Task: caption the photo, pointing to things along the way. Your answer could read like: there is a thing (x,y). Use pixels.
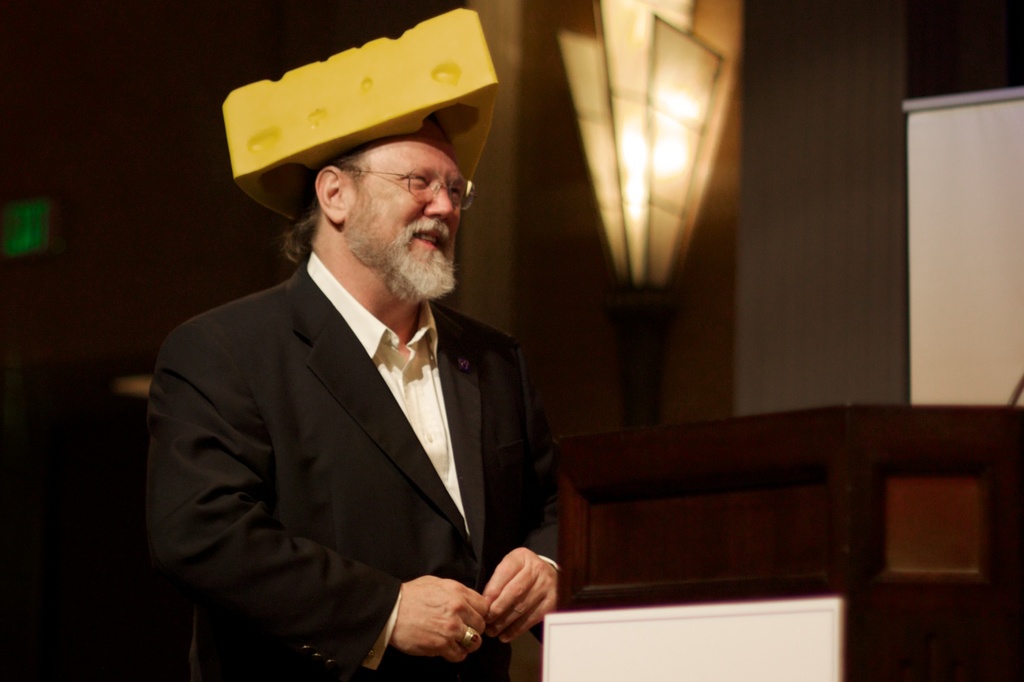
In this image, I can see a person (409,404) standing and smiling. There is an object (276,134) on the head (393,167) of a person (420,141). On the right side of the image (737,474), I can see a wooden object (853,487) and screen (930,307). In the background (661,241), there is light (645,148).
